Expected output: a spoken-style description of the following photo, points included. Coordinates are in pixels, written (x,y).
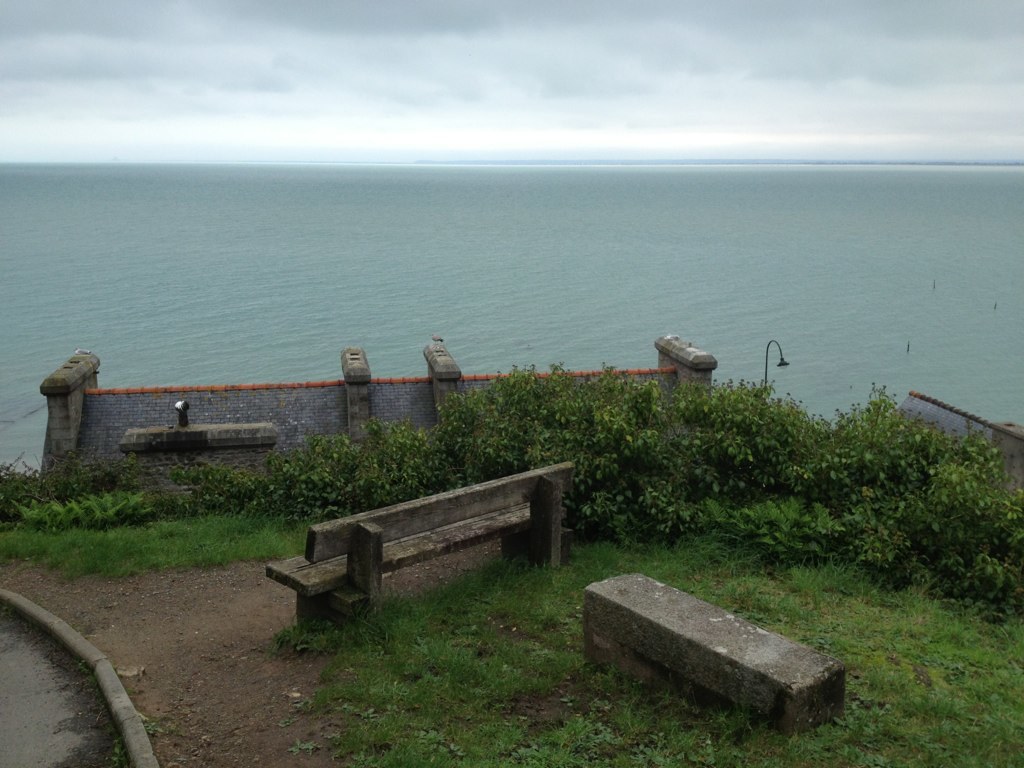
Here we can see bench (514,543), grass (485,589), plants (799,475), wall (299,405) and light pole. Background (755,367) we can see water (341,266) and sky (457,61). Sky (457,61) is cloudy.
